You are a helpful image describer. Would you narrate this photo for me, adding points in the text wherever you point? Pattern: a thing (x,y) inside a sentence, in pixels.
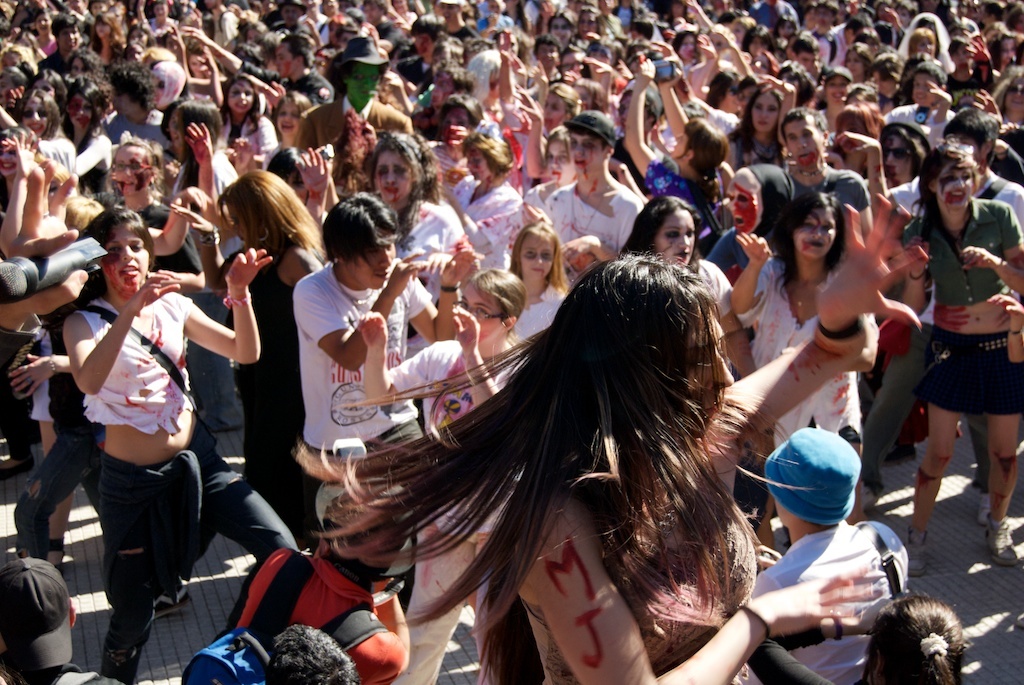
In this image there are group of people (504,338) with the face painting (380,181). They are dancing by raising their hands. It looks like a halloween.
